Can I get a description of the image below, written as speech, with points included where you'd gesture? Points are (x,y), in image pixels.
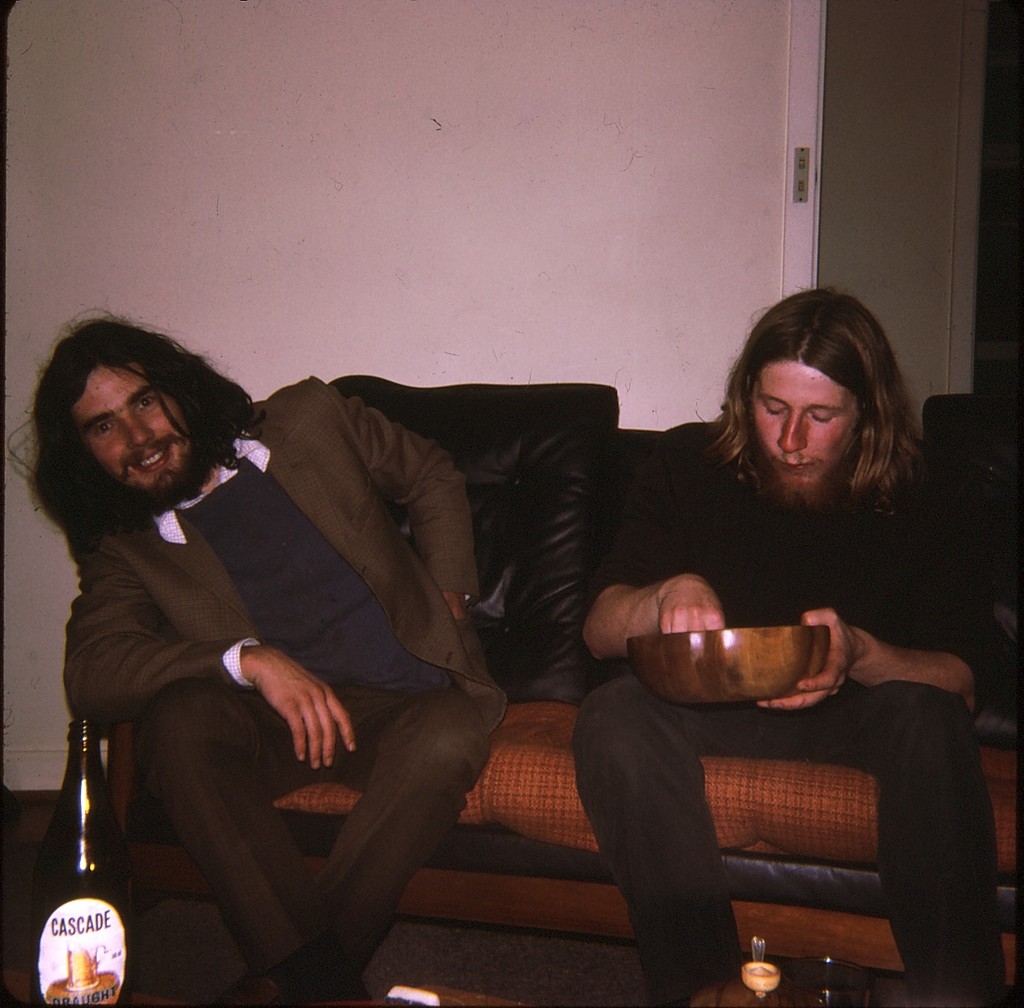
In this picture I can see there are two men (381,699) sitting on the couch (755,830) and the person (850,668) at right (833,668) is eating something in a bowl (808,639). There is a bottle (77,945), glass (815,984) in front of them. In the backdrop (828,175) there is a wall (625,3) and a door (933,224) at right side (962,98).
